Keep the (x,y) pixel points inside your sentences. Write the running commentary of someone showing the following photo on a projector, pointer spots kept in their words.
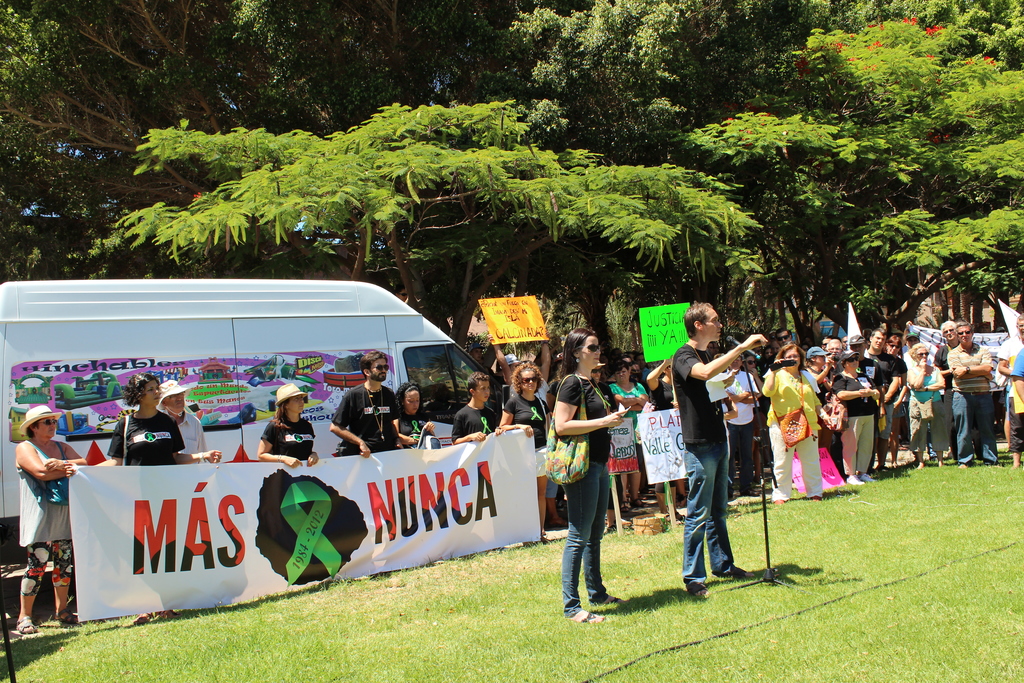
In this image, we can see a man (707,406) standing in front of mic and in the background (792,346), there are many people (802,360) holding banners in their hands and we can see a vehicle (478,369) and many trees (669,163). At the bottom (733,627), there is ground (486,635).
